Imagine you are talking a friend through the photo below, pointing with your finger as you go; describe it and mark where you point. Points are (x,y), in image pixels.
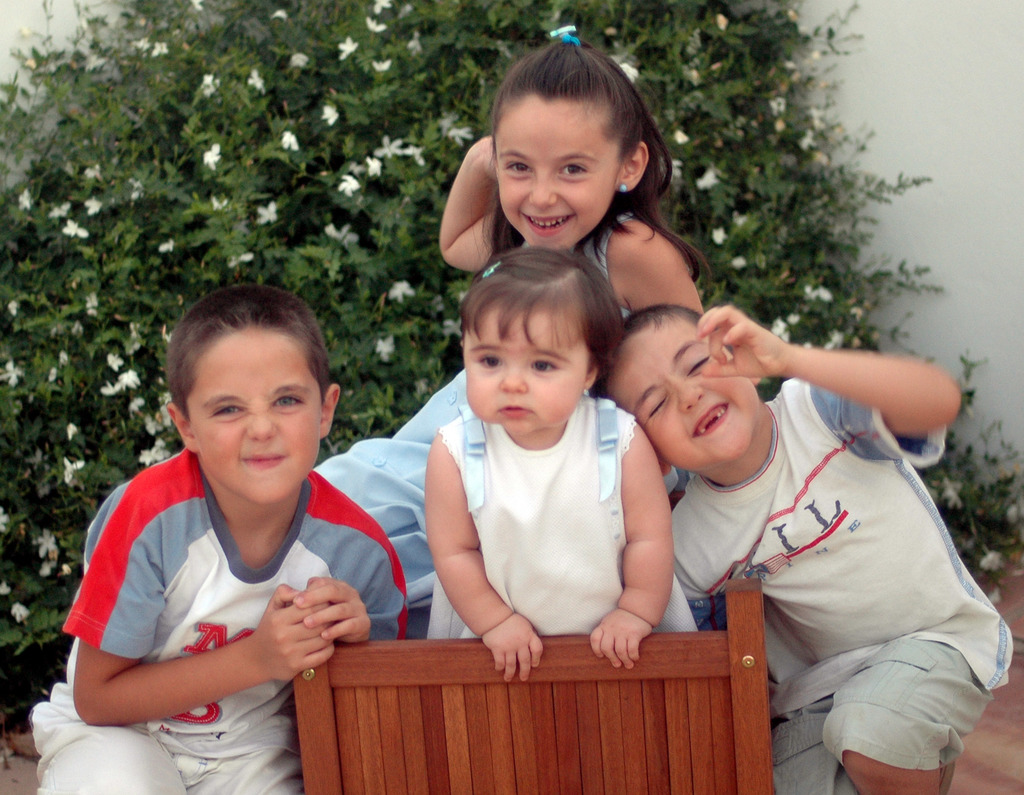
In this image there are a few children (528,303) with smile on their face (491,421), in front of them there is a wooden structure (569,650), behind them there is a plant (372,111) and trees (367,126). In the background (903,142) there is a wall (1004,88).
